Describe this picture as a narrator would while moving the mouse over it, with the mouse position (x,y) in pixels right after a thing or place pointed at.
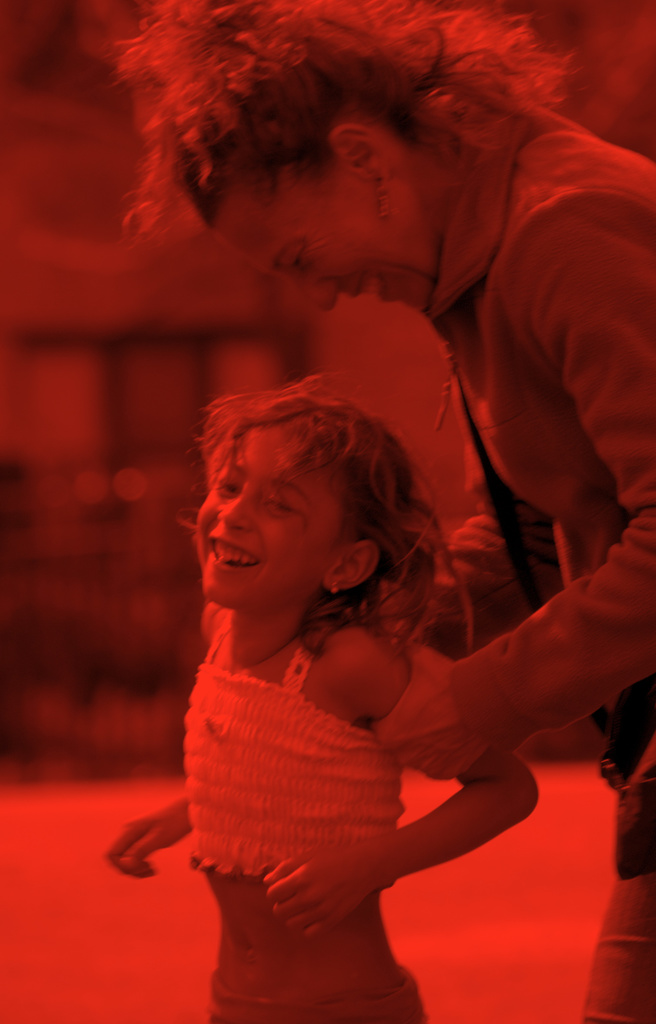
In this picture there is a woman (417,746) and a kid (280,719). This is an edited picture. The background (69,519) is blurred.
